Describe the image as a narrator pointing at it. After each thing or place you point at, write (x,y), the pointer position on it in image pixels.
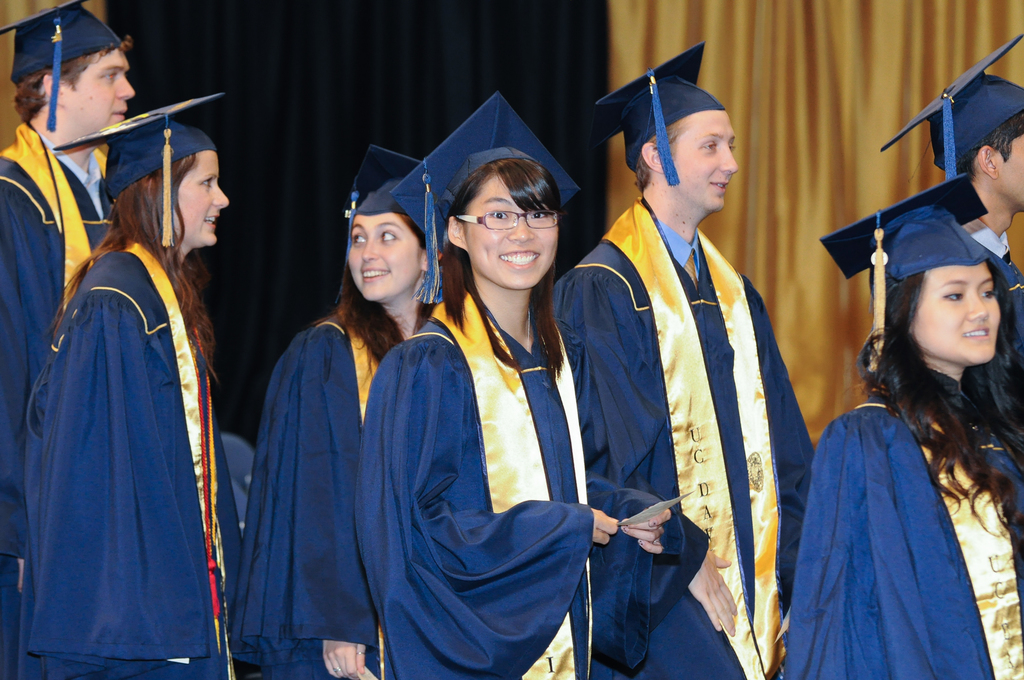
In this image I can see few people (596,332) are standing in the front (267,443) and I can see all of them are wearing blue colour dress (646,349) and blue hats (359,201). In the background (391,61) I can see a blue and a yellow colour curtain (334,49).
